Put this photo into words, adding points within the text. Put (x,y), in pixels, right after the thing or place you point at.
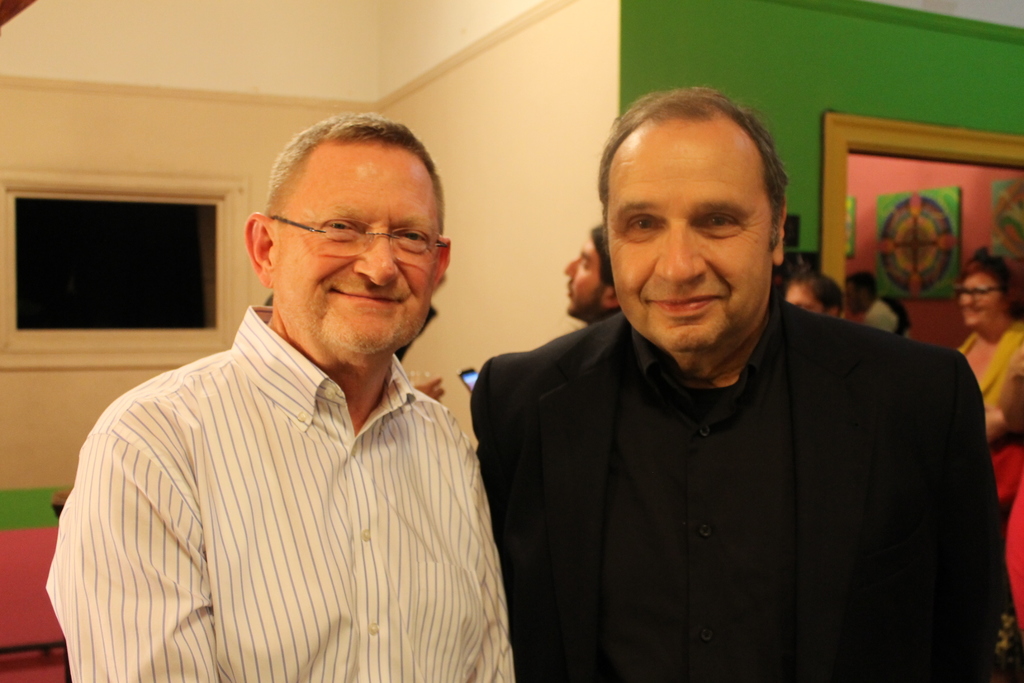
In this image in the front (503,419) there are persons (479,488) smiling. In the background (601,236) there are persons (850,292), there is a painting (922,260) and there is a wall (569,160).
